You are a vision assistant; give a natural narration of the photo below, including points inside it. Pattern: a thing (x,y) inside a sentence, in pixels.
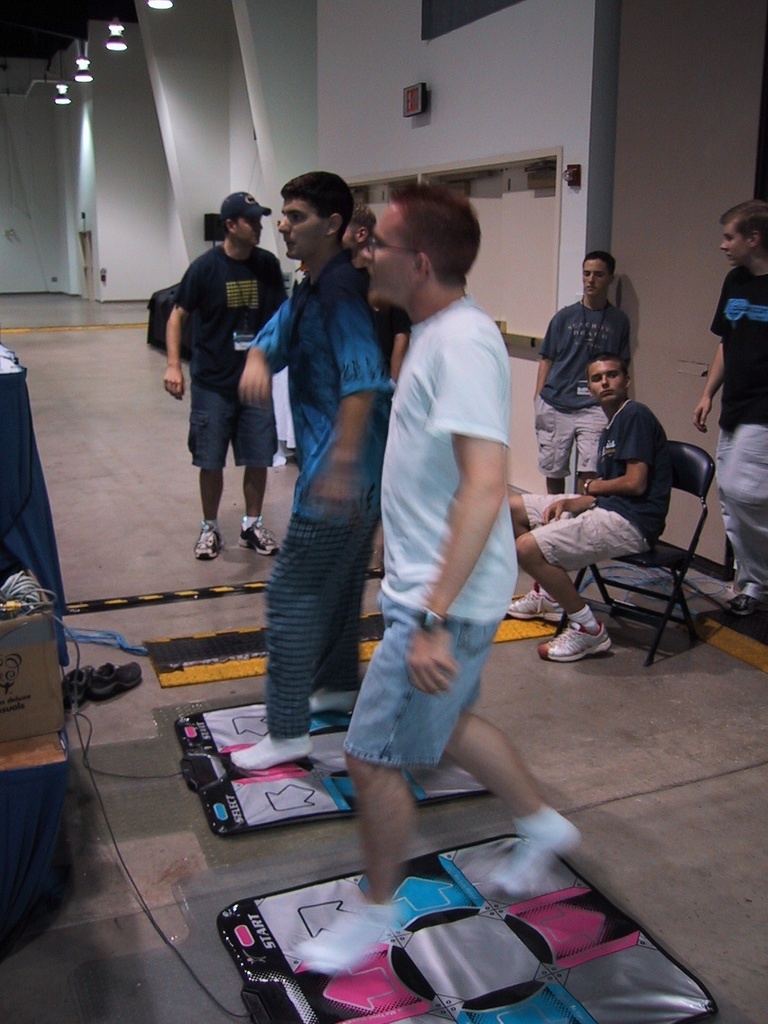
In this image we can see there are two persons (419,631) standing on a remote control mat (349,791). And there are a few people (609,315) standing on the floor (579,699) and we can see the person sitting on the chair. In front of the persons (276,761) we can see there are tables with a cloth (26,501) and there is a box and a few objects (102,679). At the back (579,58) we can see the wall (147,58) and doors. And at the top (67,94) there are lights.
